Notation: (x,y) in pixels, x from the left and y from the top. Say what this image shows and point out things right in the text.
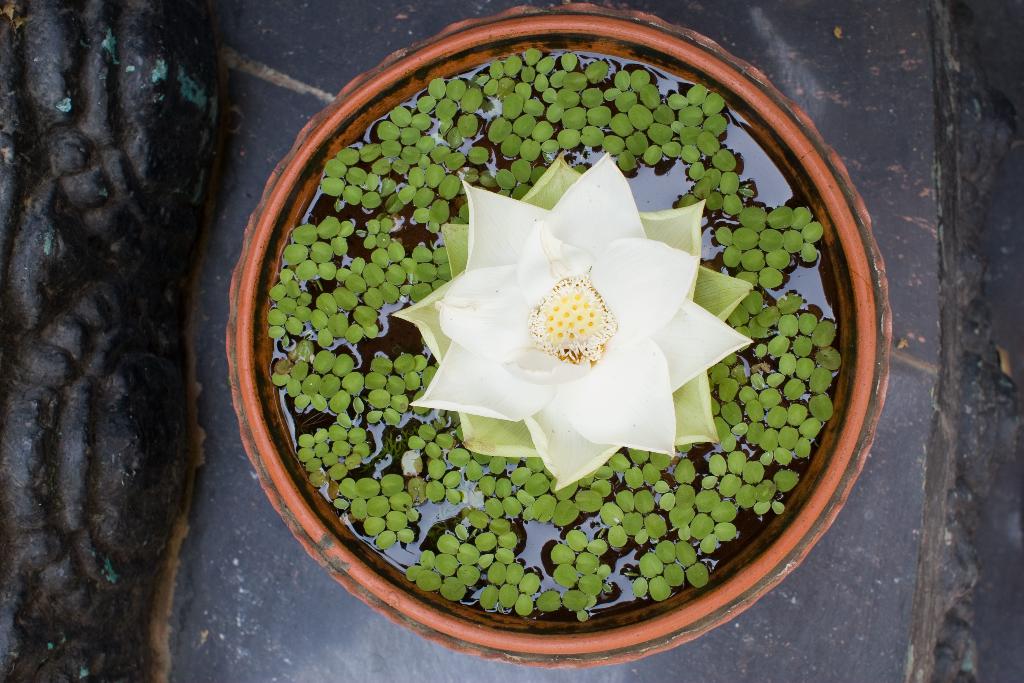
In this picture we can see the pot (506,617) on which there is a flower (577,367) with some leaves (354,328).
